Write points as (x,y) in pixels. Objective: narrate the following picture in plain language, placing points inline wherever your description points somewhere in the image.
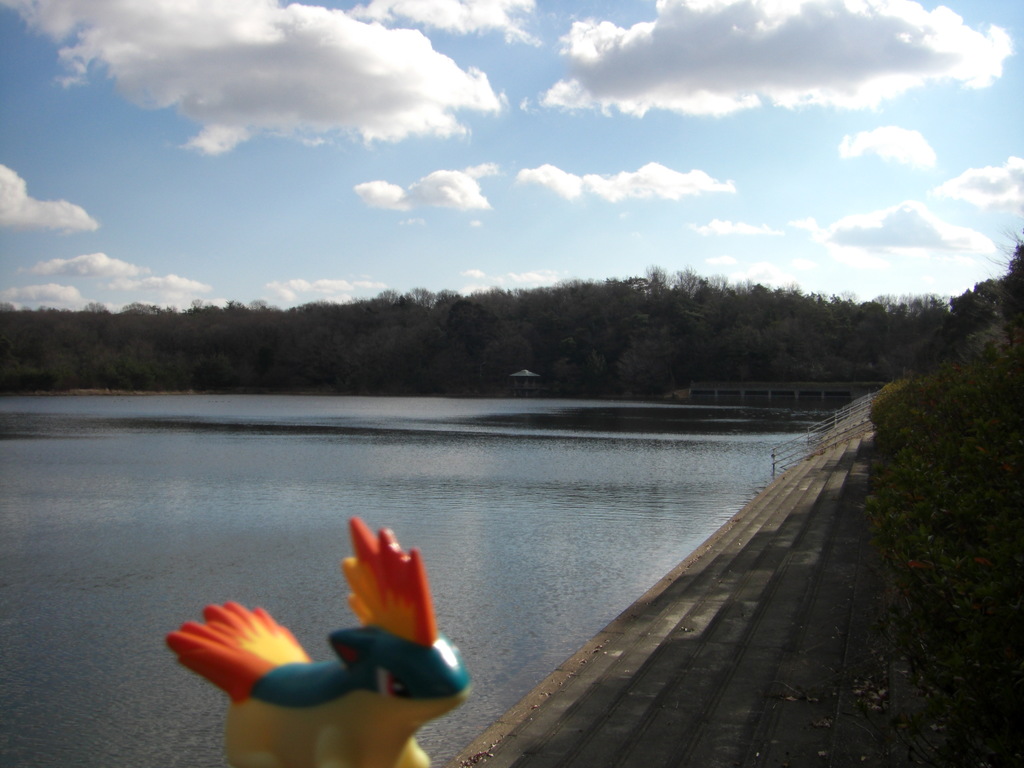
At the bottom of the image (234,670) there is a toy (398,674). To the right side of the image (753,557) there are staircase (780,569). In the center of the image (501,424) there is water (59,496). In the background of the image (346,312) there are trees (79,356) and sky (278,227).
